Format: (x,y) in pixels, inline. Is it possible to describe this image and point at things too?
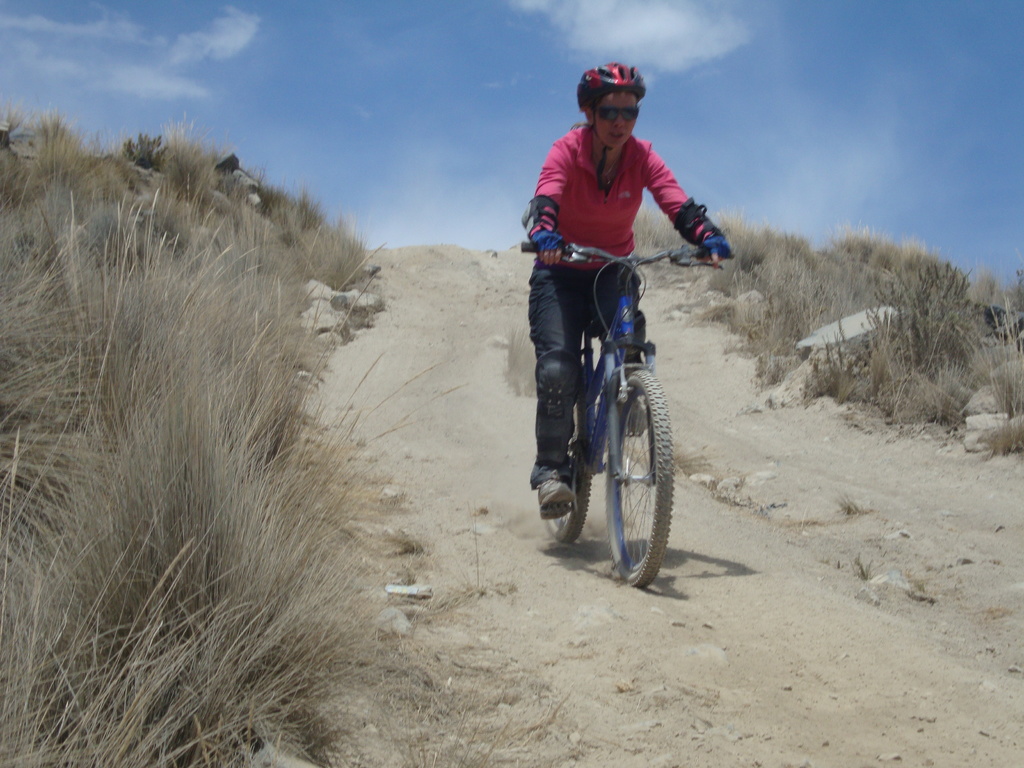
In this image there is a girl (581,210) in the middle (567,386) who is cycling on the road (719,613). There is grass (137,310) on either side of the road (964,480). On the road (809,627) there are stones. At the top (501,57) there is the sky (501,57). The girl (612,241) is wearing the gloves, helmet (619,68) and pads (548,388).
